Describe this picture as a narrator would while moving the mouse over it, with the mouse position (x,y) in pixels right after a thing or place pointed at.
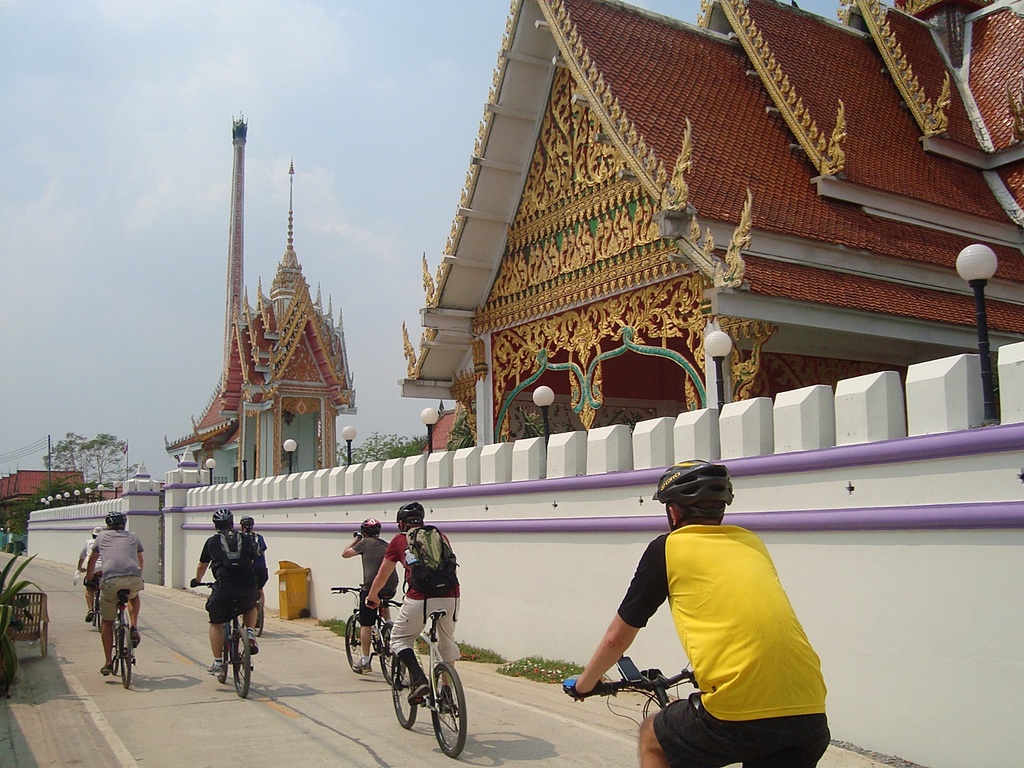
In the foreground of this image (120,568), there are persons (94,575) riding bicycles (117,659) on the road (127,710). On the left (30,627), it seems like a chair (37,628) and a plant (0,632). On the right (932,434), there is a white wall (895,507), on which, there are light poles (549,434). Behind it, there are Thai temple architecture (620,288). In the background (126,465), there are few trees (74,485), houses (52,474), poles (50,452) and the sky (125,276).
